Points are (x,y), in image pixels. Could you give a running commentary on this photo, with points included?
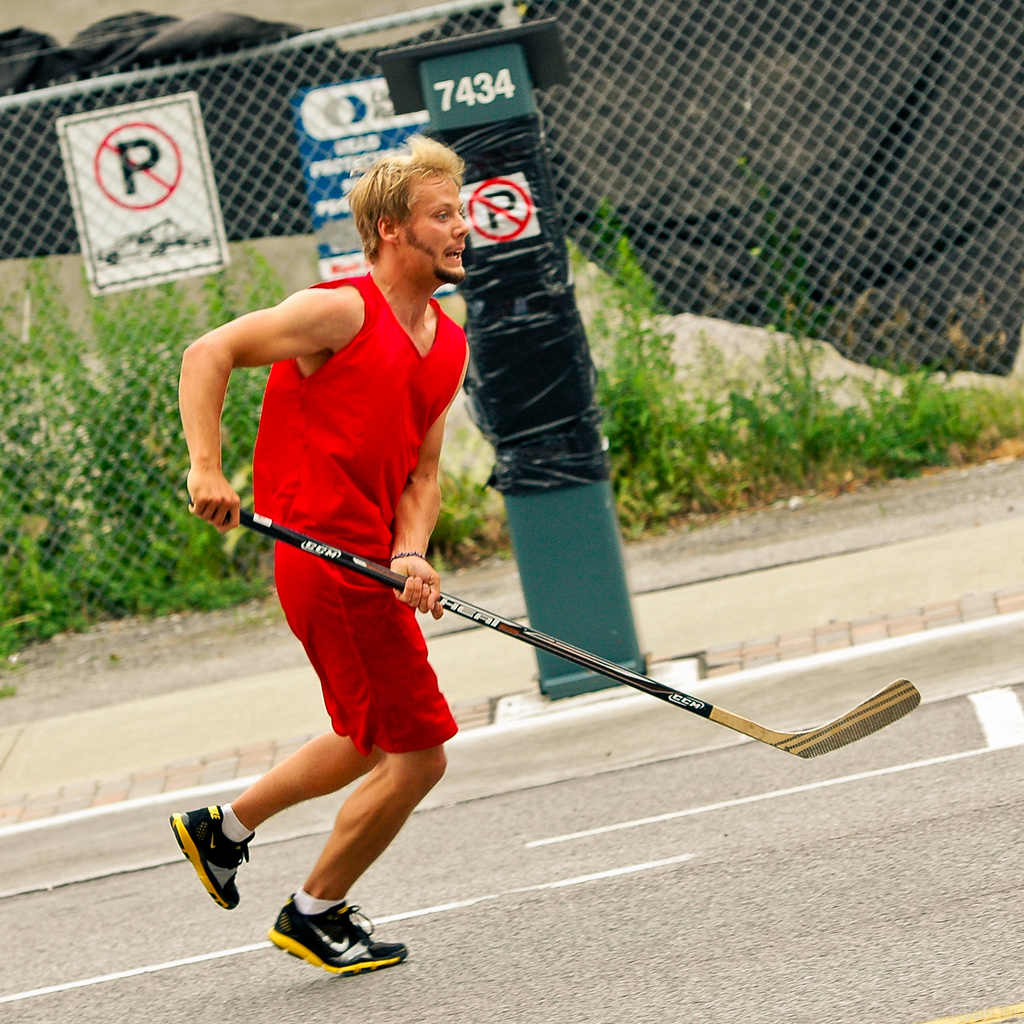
In this picture there is a person (324,407) wearing red dress (330,523) is holding hockey stick (614,678) in his hand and there is an object (533,397), fence (894,176) and few plants (106,467) in the background (574,280).
